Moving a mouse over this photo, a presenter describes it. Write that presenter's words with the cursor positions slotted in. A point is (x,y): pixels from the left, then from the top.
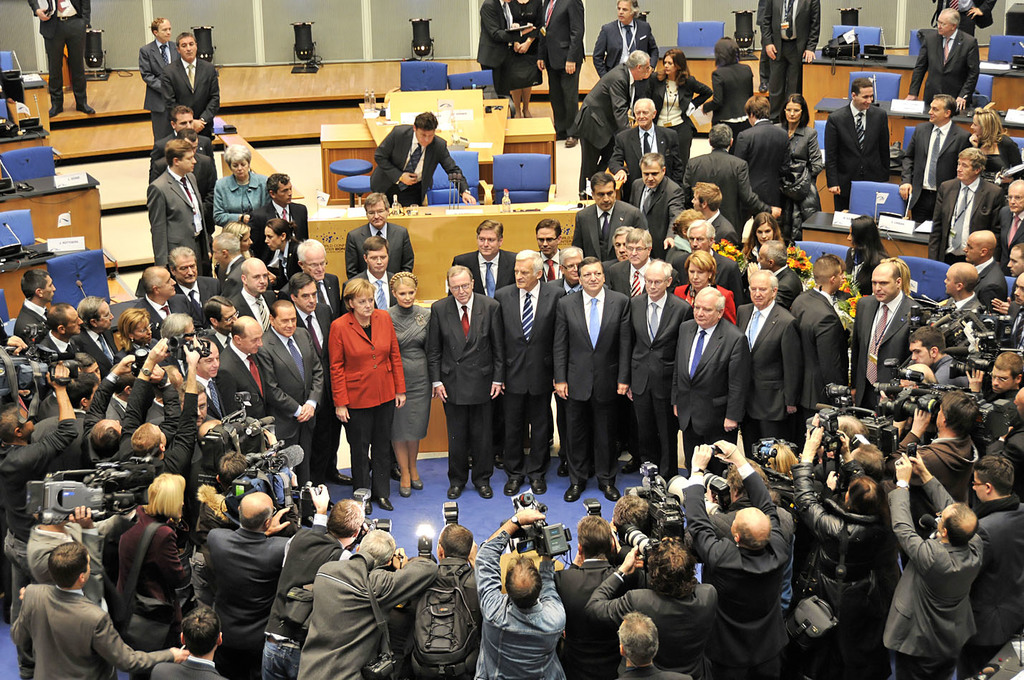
In this image we can able to see some persons (560,301) standing in the middle (596,301) posing to the cameras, and there are some people (124,374) taking pictures, we can able to see some tables (460,221) and chairs (10,234), there are mics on the tables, lights (100,63) on the ground (309,76), and few persons (816,297) are carrying bouquets (851,323).
